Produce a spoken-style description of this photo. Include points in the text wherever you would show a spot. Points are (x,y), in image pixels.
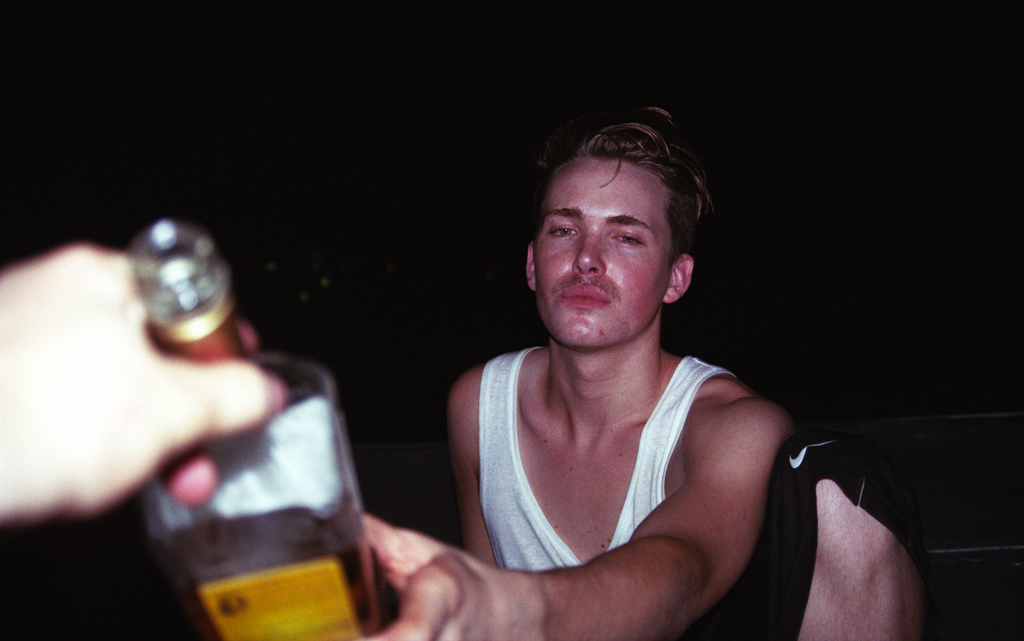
In this image I can see a person (522,440) holding a liquor bottle (311,517). The background (575,110) is in black color. The person (699,518) is wearing a black short (773,566).
